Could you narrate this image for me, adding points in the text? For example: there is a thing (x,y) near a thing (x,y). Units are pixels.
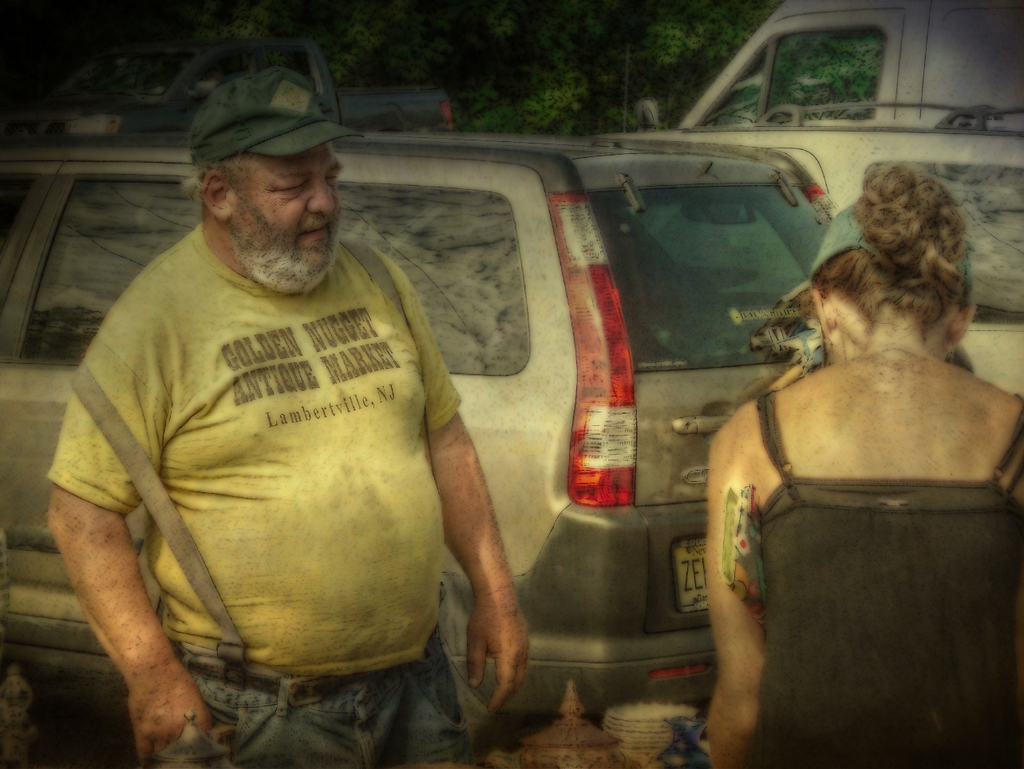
There is a person (321,238) in a shirt (326,450) standing. On the right side (912,446), there is a woman (912,446) in black color t-shirt (872,560) standing in front of a table (591,756) on which, there are plates (668,714) and other objects (689,736). In the background (604,257), there are vehicles (804,257) and trees (630,23).
